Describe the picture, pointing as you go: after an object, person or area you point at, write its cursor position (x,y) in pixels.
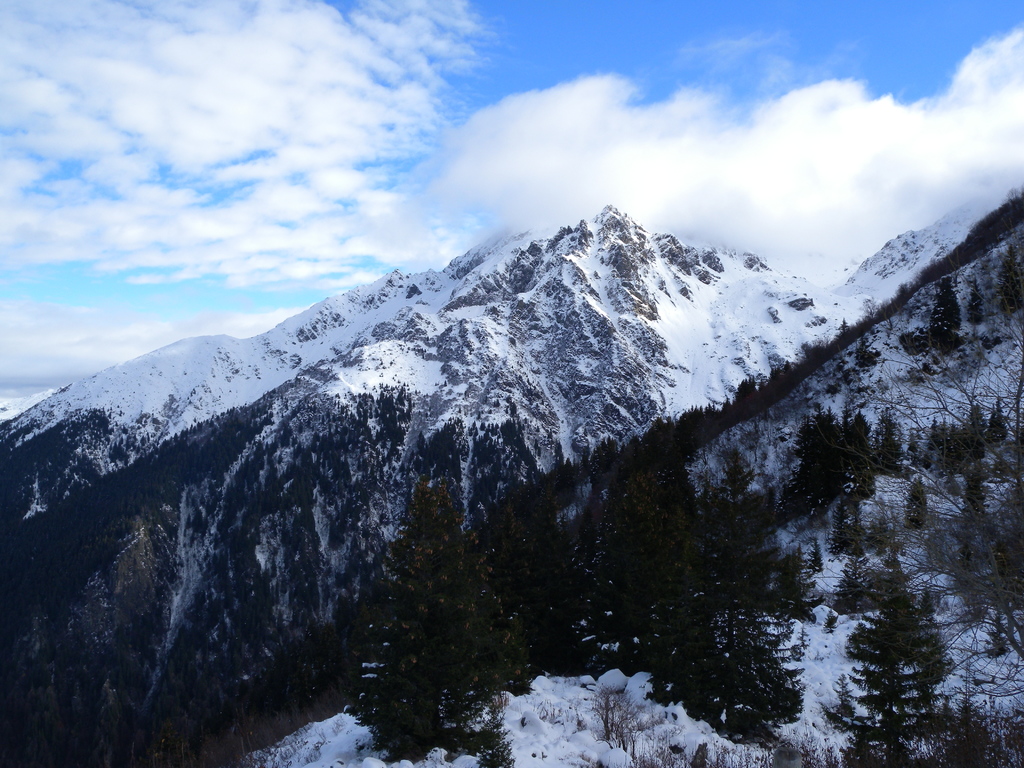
Sky (533,111) is cloudy. On this mountain (543,329) there are trees (522,604) and snow (705,338).
